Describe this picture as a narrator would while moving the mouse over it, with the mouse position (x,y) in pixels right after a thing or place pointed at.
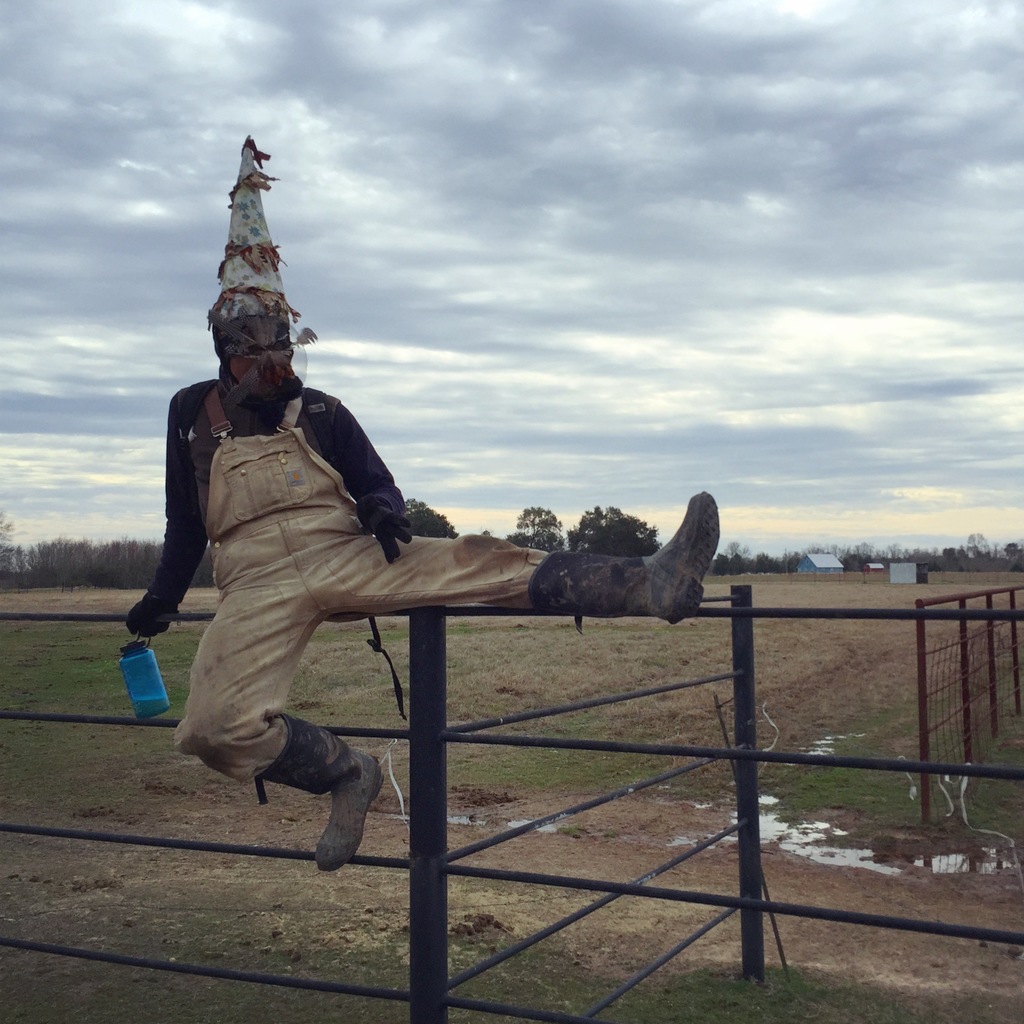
Here we can see a person (220,716) sitting on a fence (424,646) by holding a jar (129,669) in his hand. In the background (395,360) there are trees (890,562), houses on the right side (835,562) and clouds (449,325) in the sky (394,395).
